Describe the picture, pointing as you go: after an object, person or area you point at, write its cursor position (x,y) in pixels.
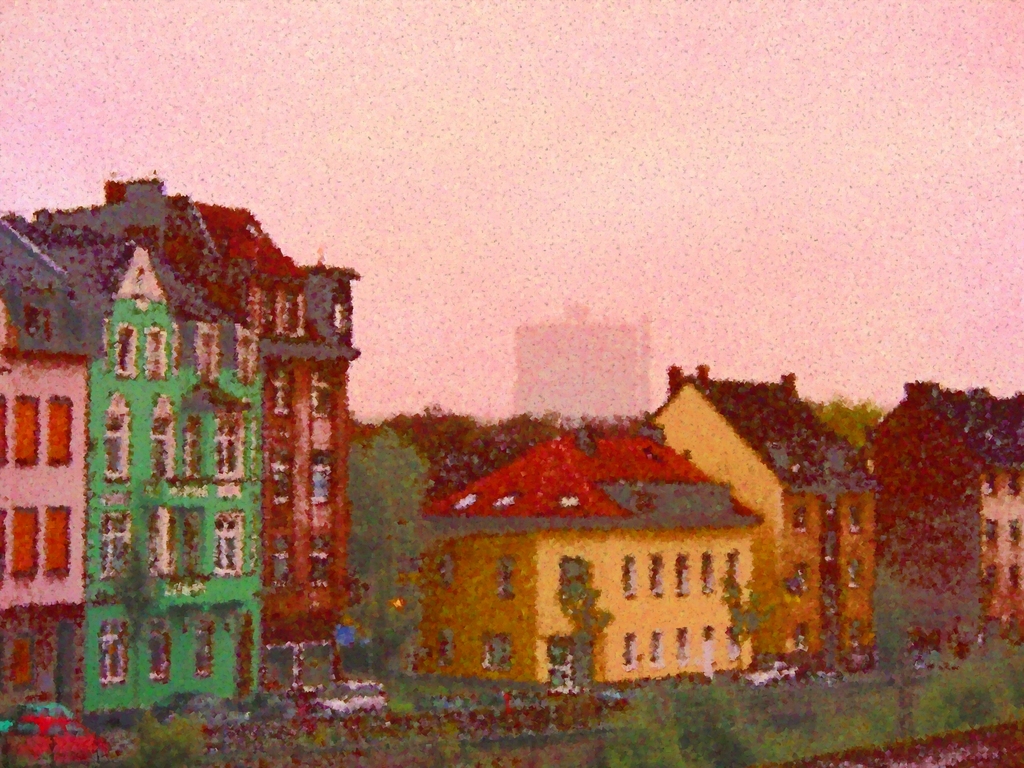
In this image, we can see an art (362,441) contains some buildings (931,486). There is a sky (514,132) at the top of the image (567,73).
